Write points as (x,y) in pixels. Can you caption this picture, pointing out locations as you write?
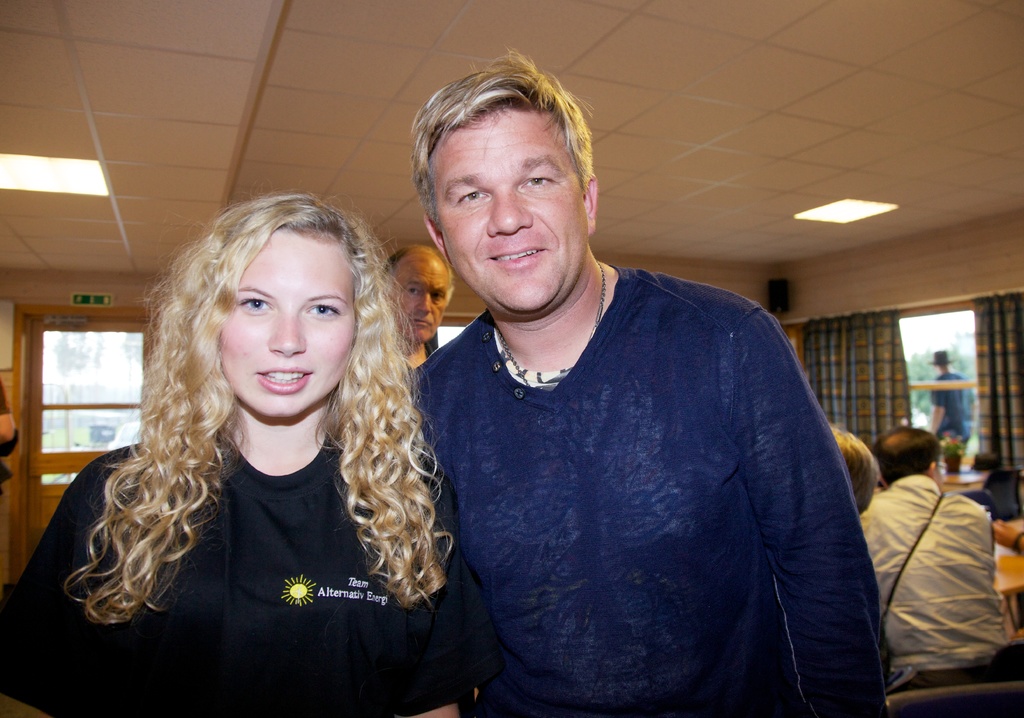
This picture describes about group of people (480,489), few are seated and few are standing, in the background (883,384) we can see few curtains (890,362), speaker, lights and trees (927,369).
